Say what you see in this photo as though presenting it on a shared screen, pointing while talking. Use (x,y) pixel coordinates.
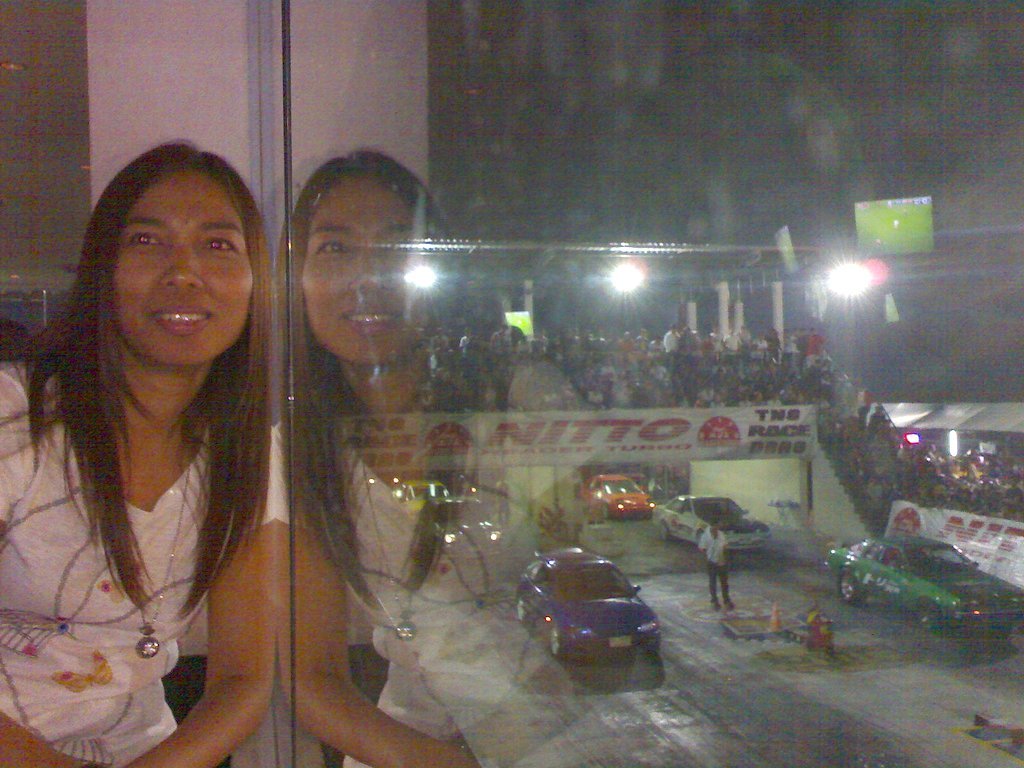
In this image we can see a woman (214,226) and her reflection (349,463) on the glass (345,480). On the backside (422,498) we can see some vehicles (911,568), a traffic pole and a person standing on the road (779,716). We can also see a group of people (836,446), a staircase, a banner (896,521), a board (703,425) with some text (611,418) on it, a display screen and some lights (635,262).
